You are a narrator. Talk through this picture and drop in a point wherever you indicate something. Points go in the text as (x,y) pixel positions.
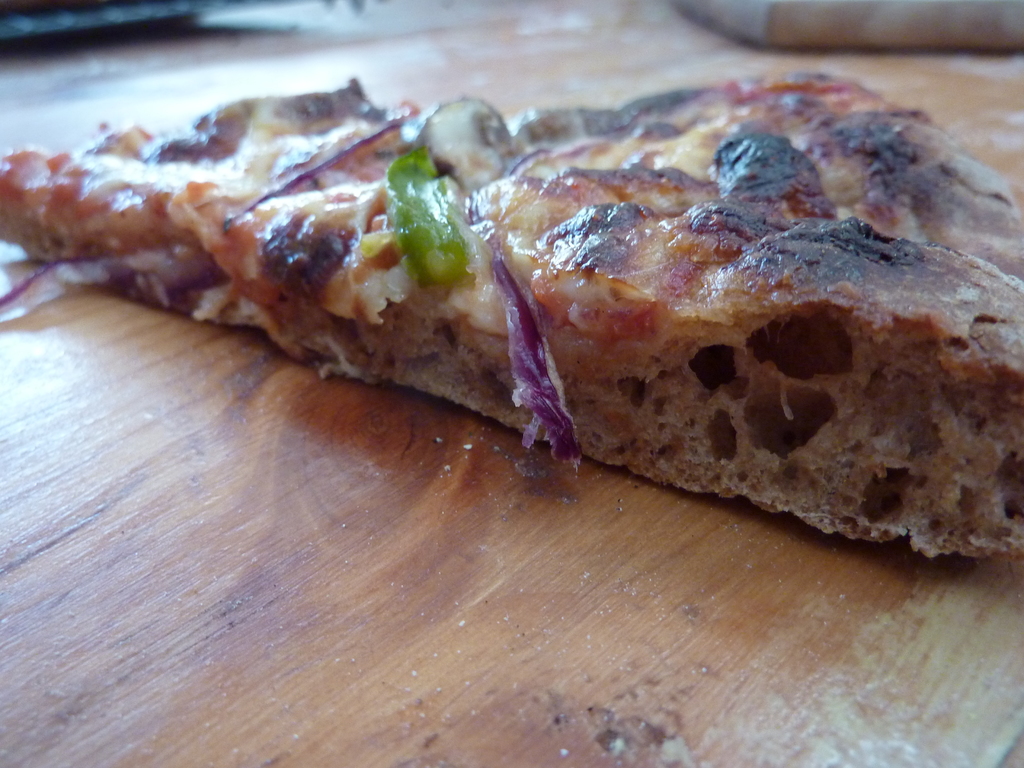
Here in this picture we can see a piece of pizza (534,188) present on a table (205,444).
